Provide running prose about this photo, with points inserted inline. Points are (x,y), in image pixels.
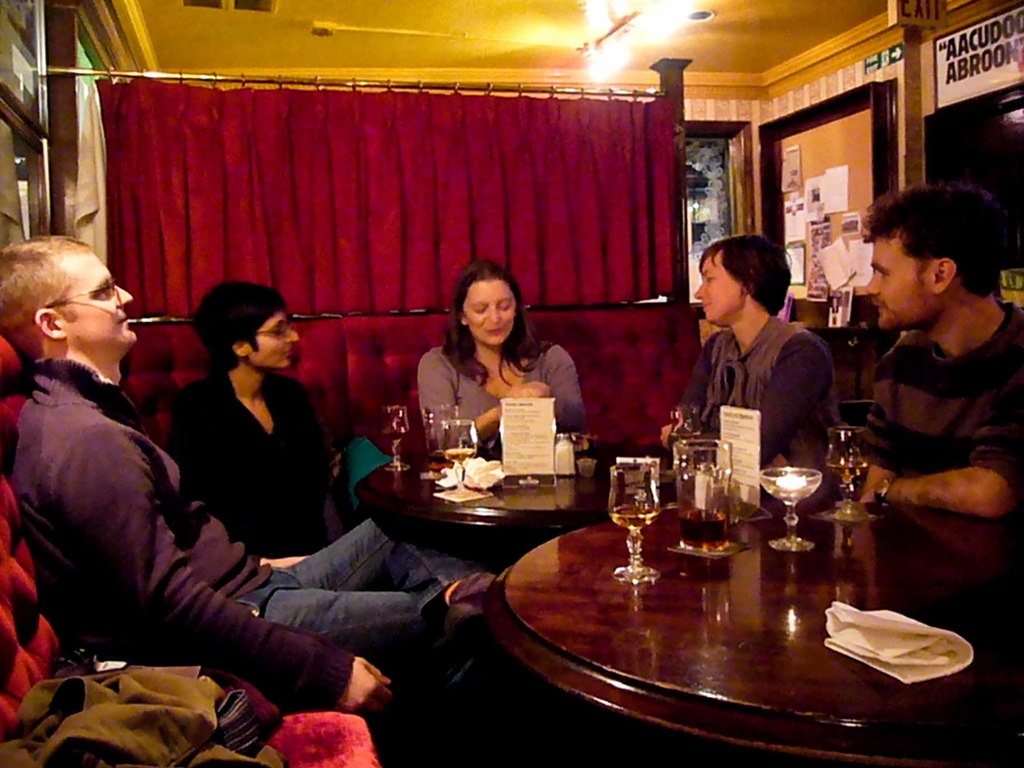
This picture may be taken in a restaurant (360,296). In the foreground (804,558) there are two tables (581,533), glasses (645,511), menu cards (748,457), tissues (899,642). There are five people (724,351) seated. In the background (569,259) there is curtain (485,195). On the top right (715,170) there is a window (711,188), beside the window (709,171) there is a notice board (840,191). On the top (650,41) there is light (637,36). To the left (159,463) there is a man (174,513) sitting.
